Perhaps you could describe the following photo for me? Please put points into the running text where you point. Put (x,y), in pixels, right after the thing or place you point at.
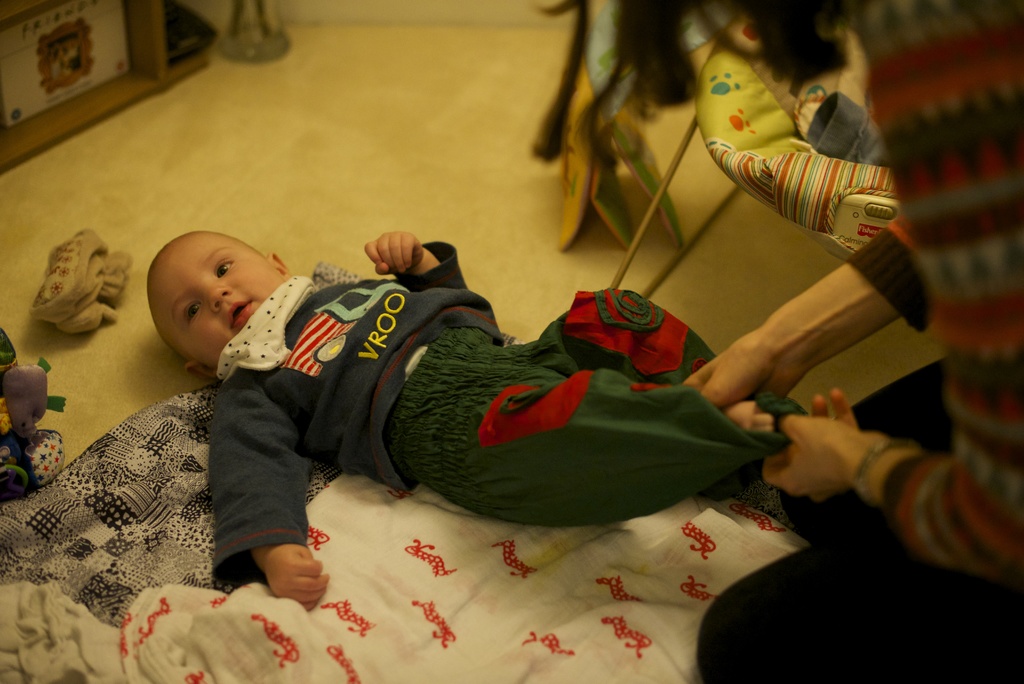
In this image I can see a baby (461,417) is lying on the ground (85,341). The baby (487,406) is wearing clothes (518,400). Here I can see a person (973,253) is kneeling down and holding clothes (638,403) of baby (718,409). Here I can see some toys (12,385). On the right side (738,149) I can see some objects (781,168) on the floor (566,277).
